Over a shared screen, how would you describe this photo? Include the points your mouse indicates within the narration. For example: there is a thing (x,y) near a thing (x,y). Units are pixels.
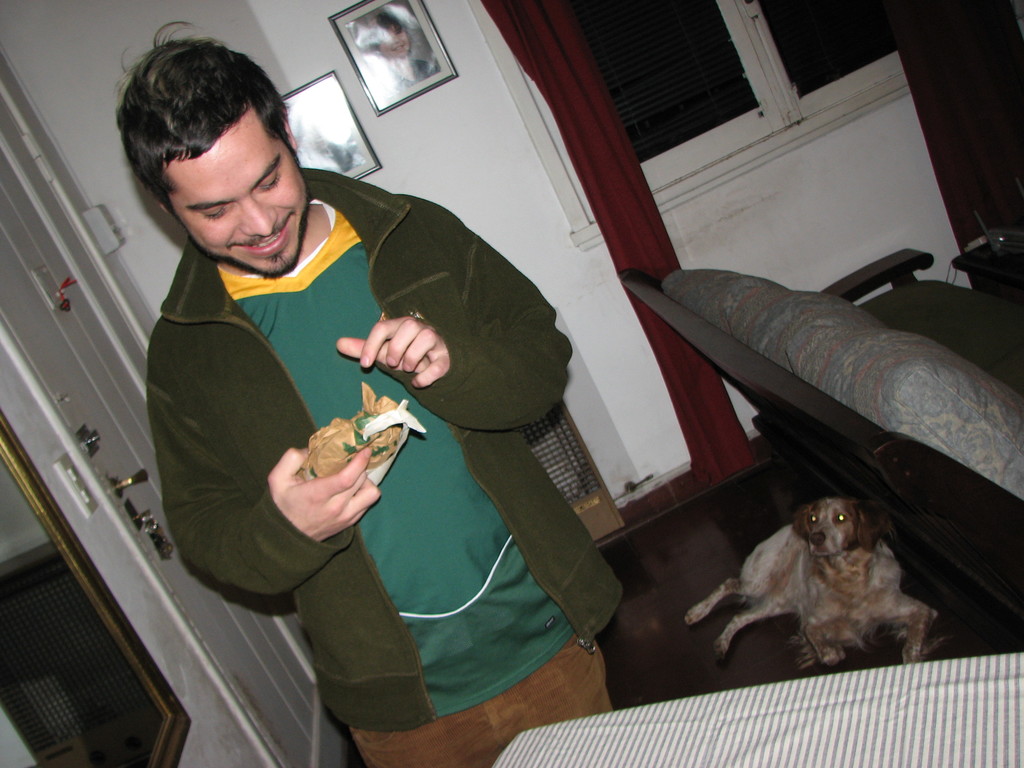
In this picture we can see a man (324,387) standing and holding food (341,459). On the floor (623,669), there is a dog (799,582), sofa (852,393) and an object (982,257). Behind the man (527,510), there are photo frames (379,109) attached to the wall (414,128). At the top of the image (613,4), there are curtains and a window (653,160). On the left side of the image (105,357), there is a mirror (10,506) and a door (224,676). On the mirror (71,661) we can see the reflection (78,672) of an object (82,679).
